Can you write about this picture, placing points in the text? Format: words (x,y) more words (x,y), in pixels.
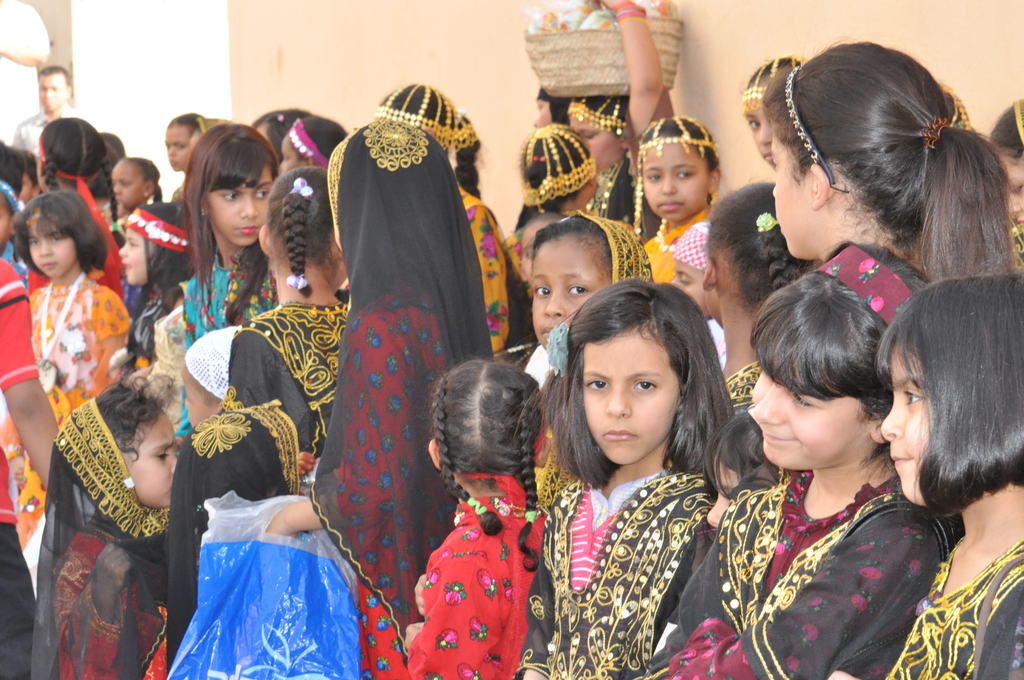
In this image, we can see some people (937,226) standing, in the background (275,75) there is a cream color wall (350,54).
